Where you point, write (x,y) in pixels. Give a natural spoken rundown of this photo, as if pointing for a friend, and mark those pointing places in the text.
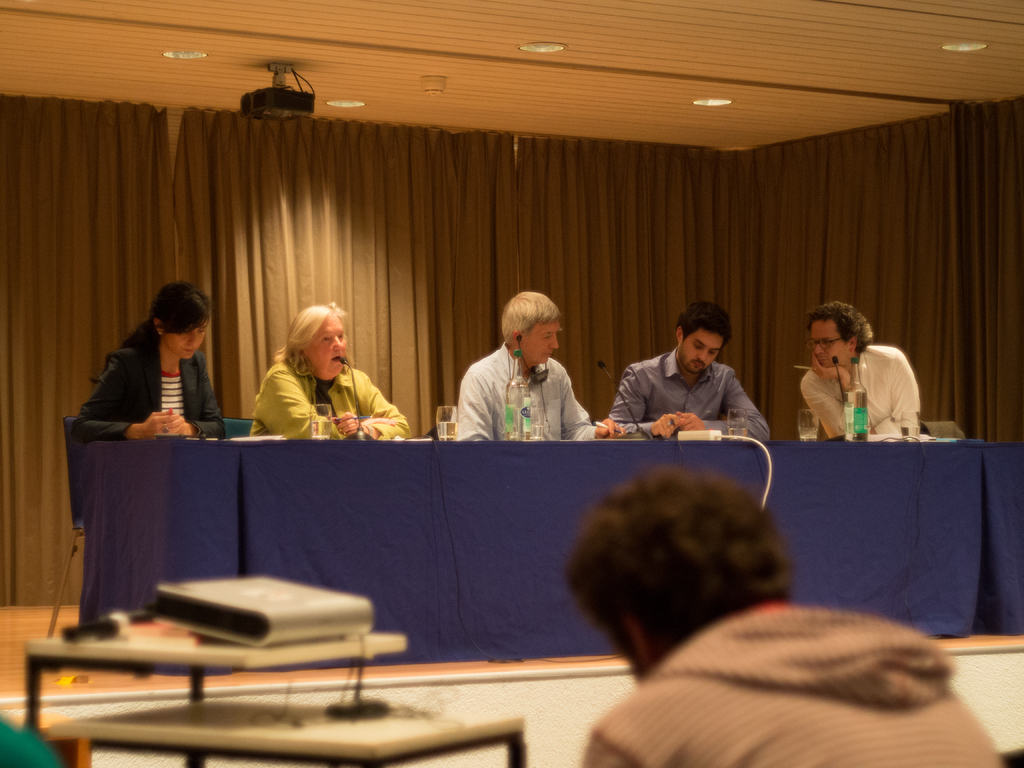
In this image we can see few people (707,363) sitting. In front of them there is a platform (309,438). On that there are mics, bottles (853,425) and many other items (804,426). In the back (402,262) there are curtains (623,227). On the ceiling (483,81) there are lights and there is a projector (280,99). At the bottom (262,589) we can see a projector (264,607). And there are stands (189,659) with some items (132,631).
